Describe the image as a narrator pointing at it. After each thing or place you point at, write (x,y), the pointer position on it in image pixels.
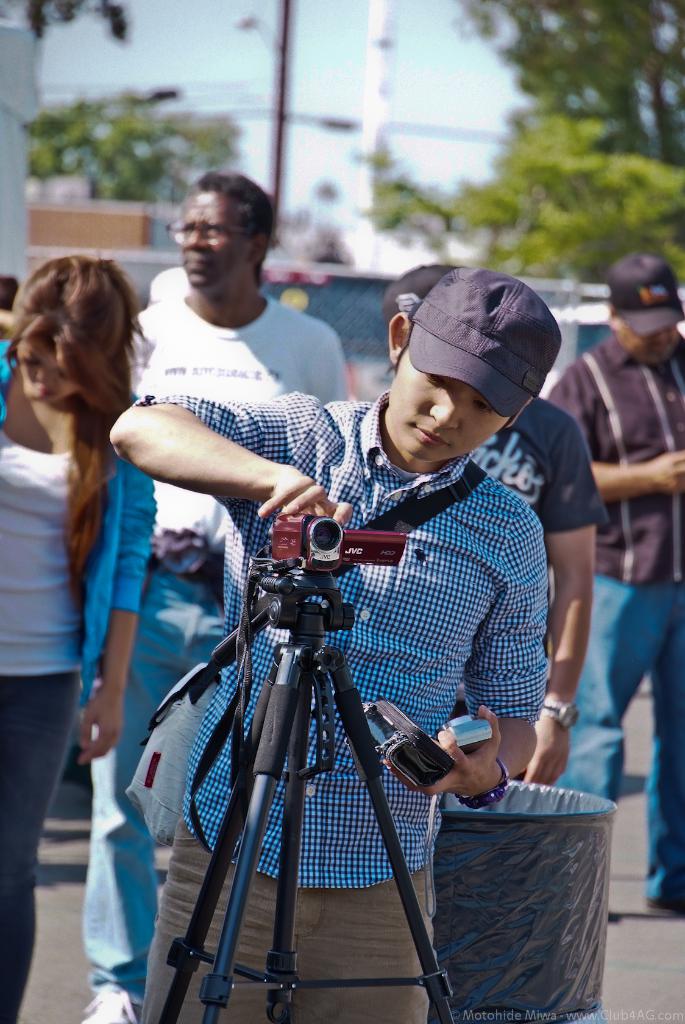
In this picture I can see there is a man (368,651) standing and he is holding cameras (421,726) and in the backdrop (681,464), there are few people (646,655) walking and there is a dustbin (538,859), there is a building (31,98) at left (122,244), there are trees (528,191) and poles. The sky (122,83) is clear.
